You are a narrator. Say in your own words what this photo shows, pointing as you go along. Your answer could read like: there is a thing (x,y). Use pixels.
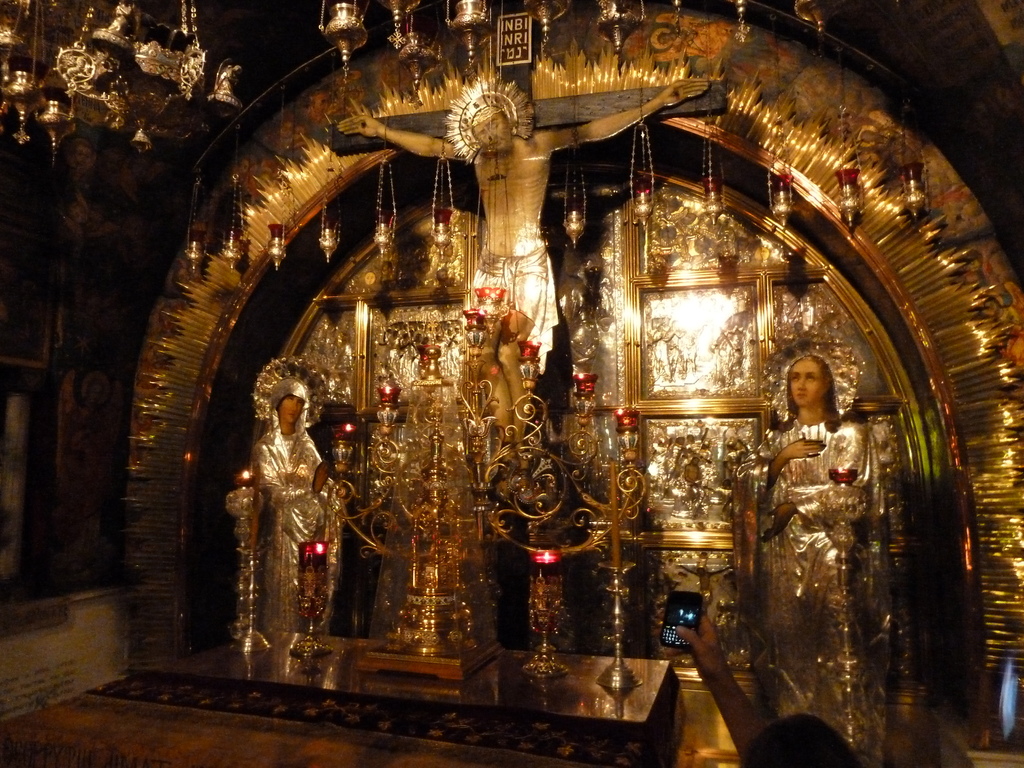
In this picture we can see statues (283,475), name board (521,51), oil lamps (469,53), some objects (521,71) and a person's hand (709,654) is holding a mobile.
